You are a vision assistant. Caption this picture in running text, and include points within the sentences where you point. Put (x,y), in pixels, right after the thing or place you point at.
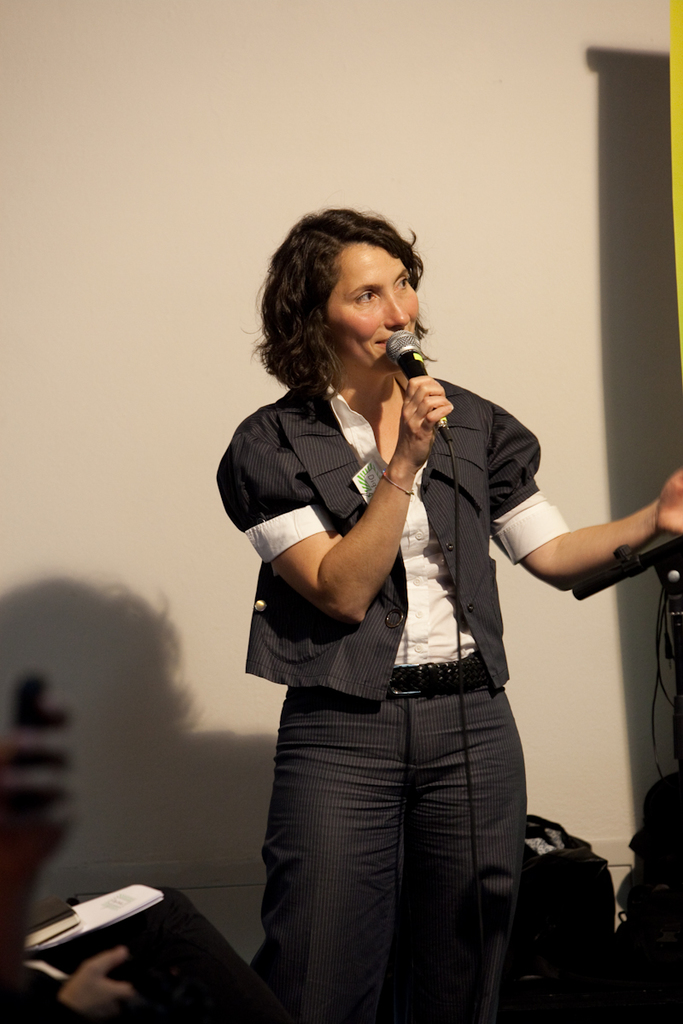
In the center (377,501) we can see the person (418,557) holding microphone (444,428). Coming to the background (483,216) we can see wall (599,262).
